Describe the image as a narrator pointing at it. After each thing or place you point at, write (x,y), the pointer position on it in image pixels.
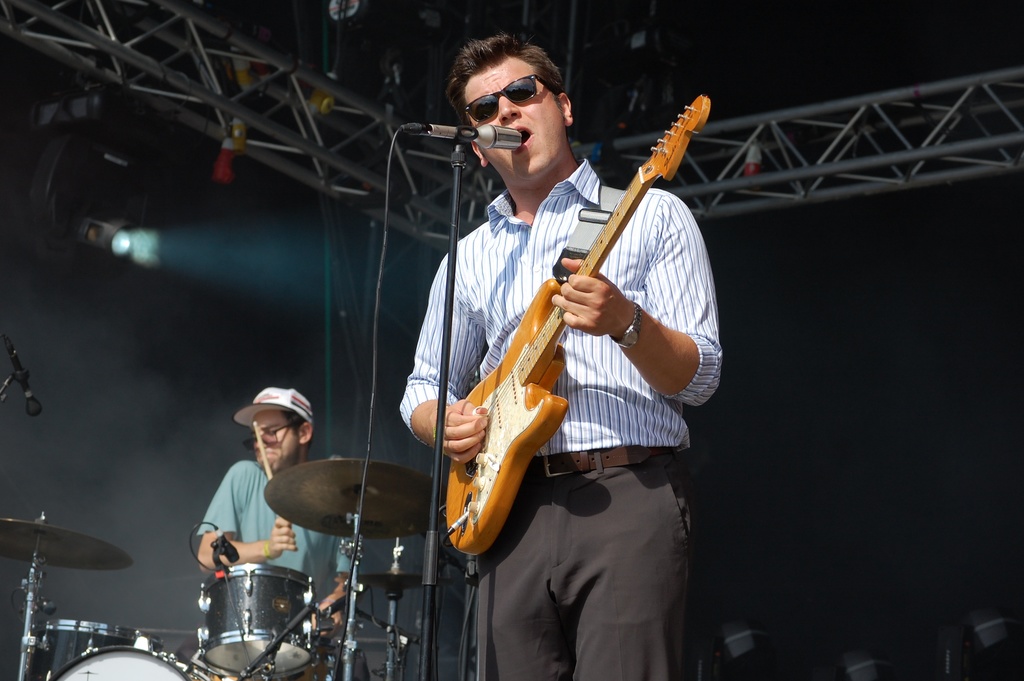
In this image I see a man (497,42) who is holding a guitar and he is standing in front of a mic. In the background (268,629) I see the light (112,203) and a person (270,539) over here holding stick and he is with the drums (372,497).
